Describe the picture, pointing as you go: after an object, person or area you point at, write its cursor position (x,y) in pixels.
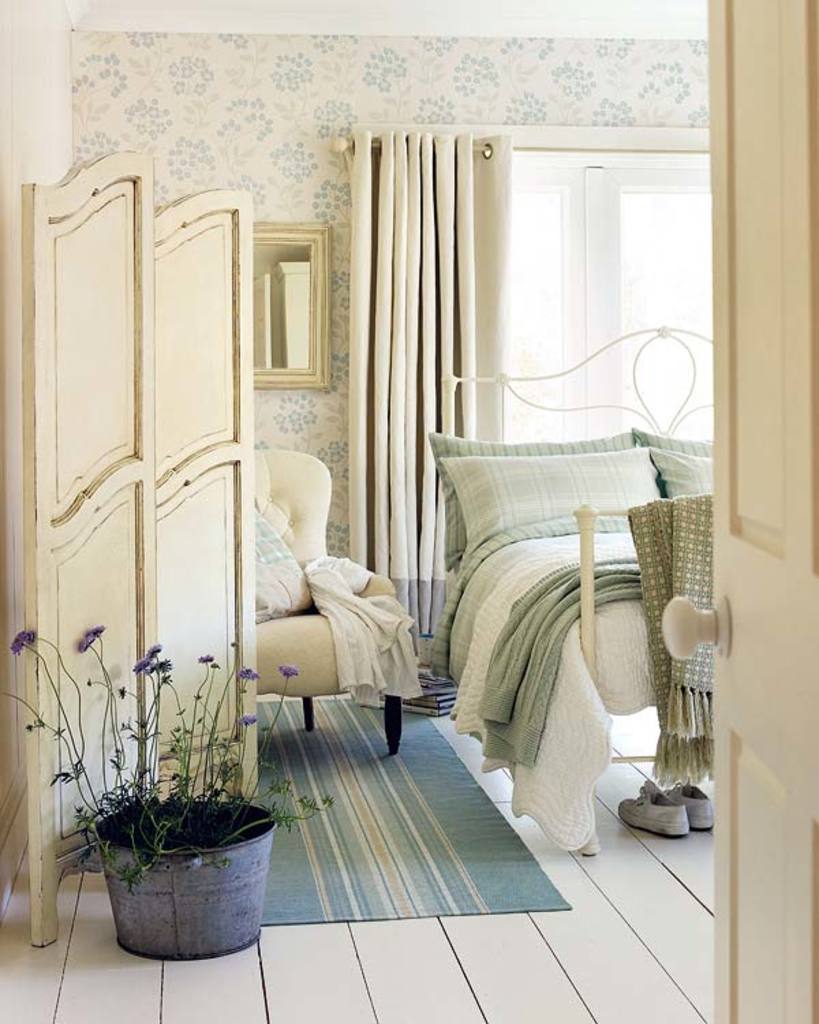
In this picture there is a bed (529,557) with some pillows (540,492) and a blanket (511,651) there is a towel (698,676) and on the floor (608,780) there are shoes (627,803) and there is a couch (308,626) and in the background (230,186) is a wall (224,133) with a mirror (309,287) there is a curtain (387,301) window (637,303) and door (796,663) on the right (720,692).
